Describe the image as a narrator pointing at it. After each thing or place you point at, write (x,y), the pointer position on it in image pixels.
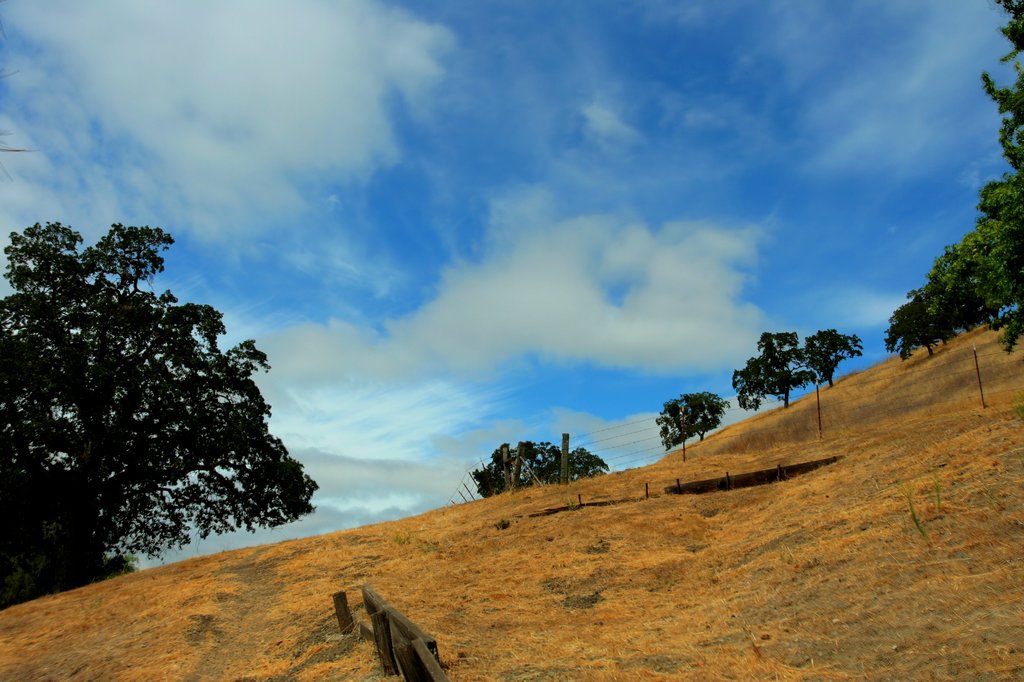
In this image there are trees (817,354) present on the mountain (730,570). In the background (539,168) there is sky (540,204) with clouds (523,252).
